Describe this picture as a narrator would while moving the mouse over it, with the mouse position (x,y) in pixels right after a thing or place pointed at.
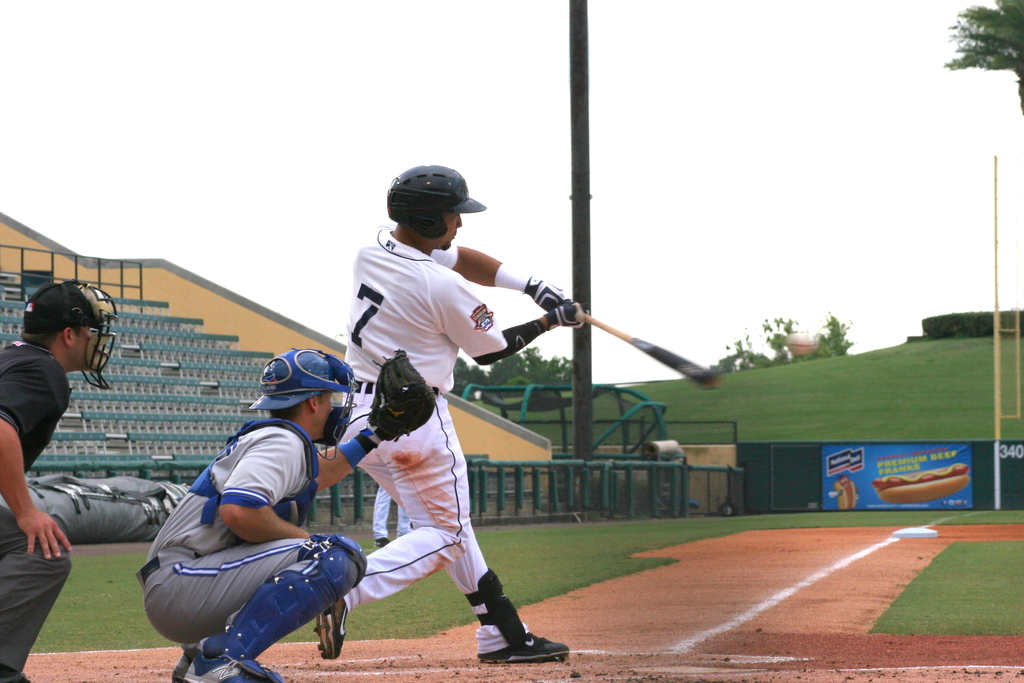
This image is taken outdoors. At the bottom of the image (668,593) there is a ground (648,579) with grass (743,527) on it. In the middle of the image (538,299) a man (433,186) is playing baseball with a baseball bat (667,351). On the left side of the image (287,447) two men (58,331) are fielding in the ground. In the background (905,458) there is a board (822,466) with a text (838,470) on it and there is a railing (505,472) and there are a few benches (153,386) and there are a few trees (1023,45). At the top of the image (490,124) there is a sky (530,130).
